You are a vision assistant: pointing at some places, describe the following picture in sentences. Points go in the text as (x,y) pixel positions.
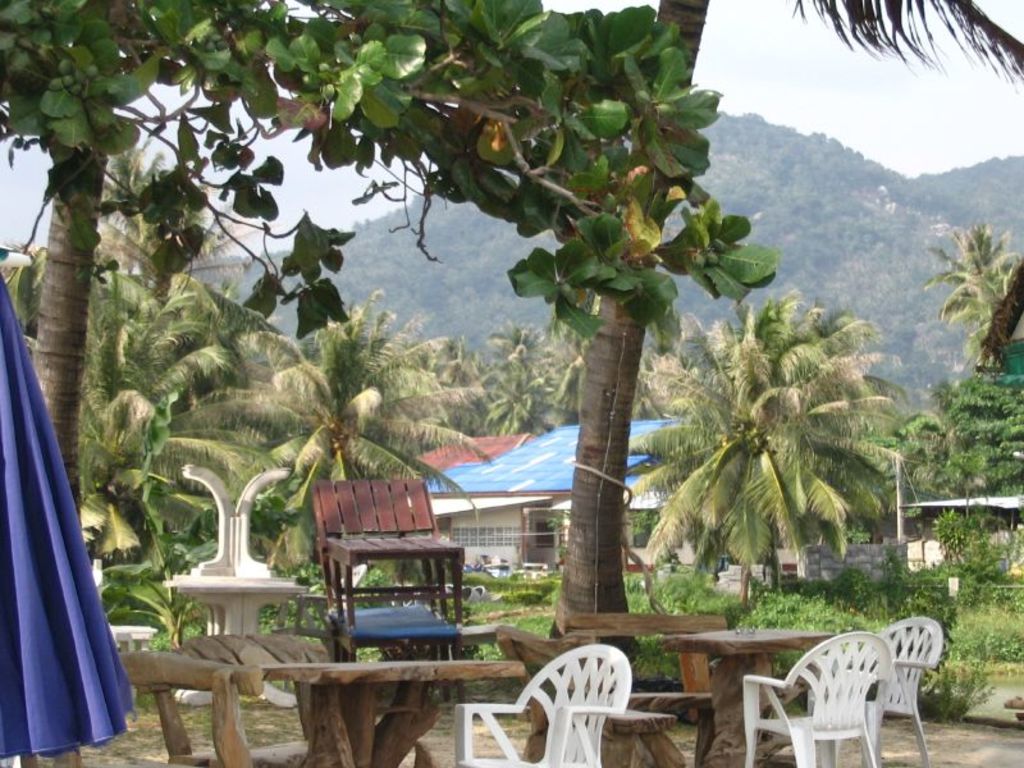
In this picture we can see some wooden table (346,700) and chairs (469,713). In the front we can see blue and white shed house (519,510) and many coconut trees (508,363). In the background (428,269) we can see the mountain (433,234) full of trees (433,234).
